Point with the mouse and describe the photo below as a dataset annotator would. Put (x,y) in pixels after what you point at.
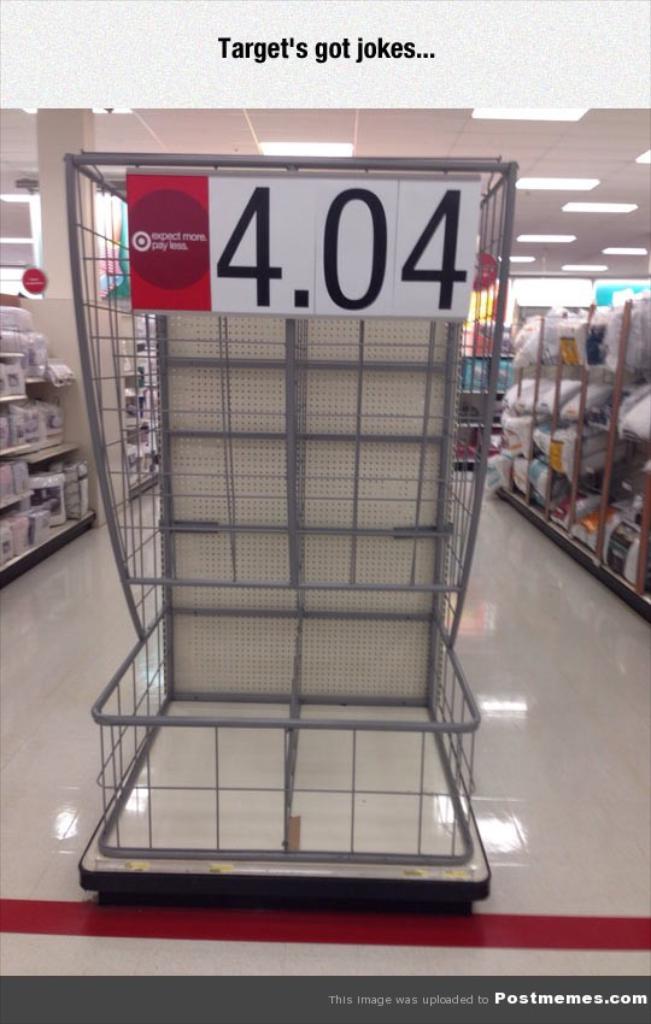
In this image it is looking like a tray (207,837). There is some text (334,288). On either side of the image I can see few racks (547,464).
